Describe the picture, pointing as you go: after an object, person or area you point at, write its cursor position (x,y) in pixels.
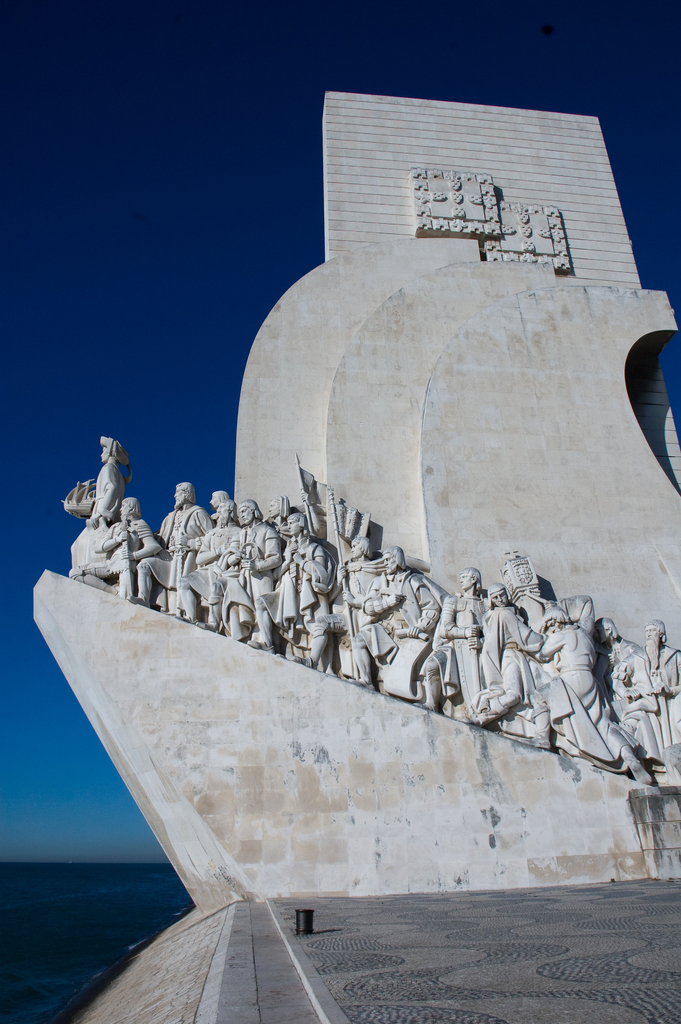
In this picture we can see a monument (513,538) on the right side (524,510), in the background (103,890) there is water (115,886), we can see the sky (267,4) at the top of the picture (241,119).
